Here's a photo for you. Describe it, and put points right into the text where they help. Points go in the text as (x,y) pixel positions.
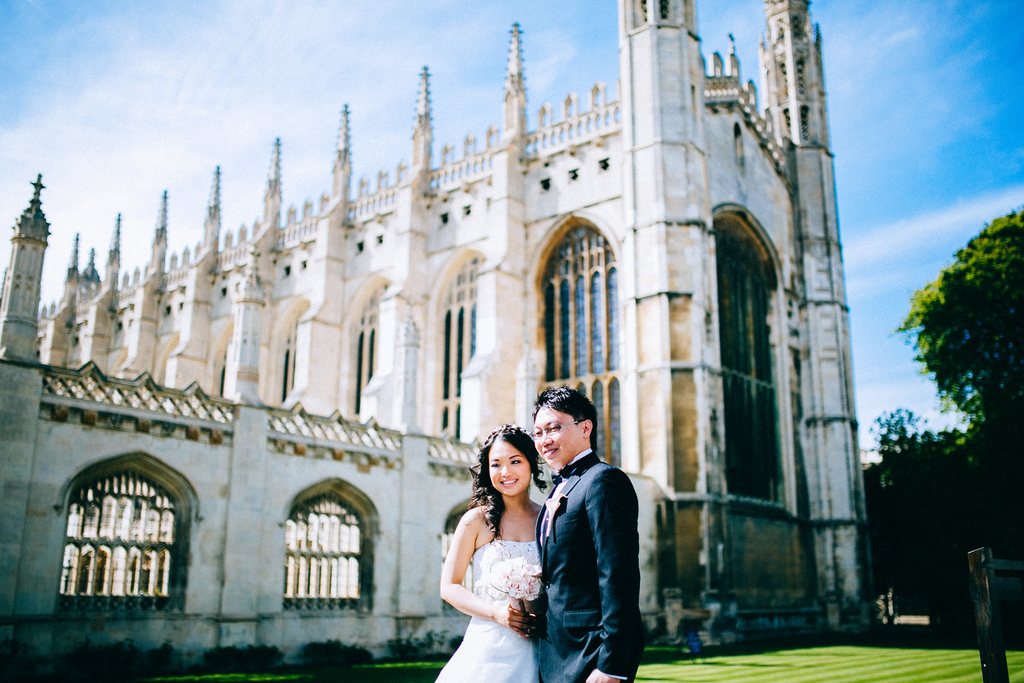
This is an outside view. At the bottom (596,565) there is a man (564,546) and a woman (510,493) are standing facing towards the left side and smiling. On the ground (792,664), I can see the grass (902,678). In the background (494,232) there is a building (711,316) and trees (988,403). In the bottom right-hand corner (978,603) there is an object (978,604). At the top of the image (922,110) I can see the sky (961,109).
